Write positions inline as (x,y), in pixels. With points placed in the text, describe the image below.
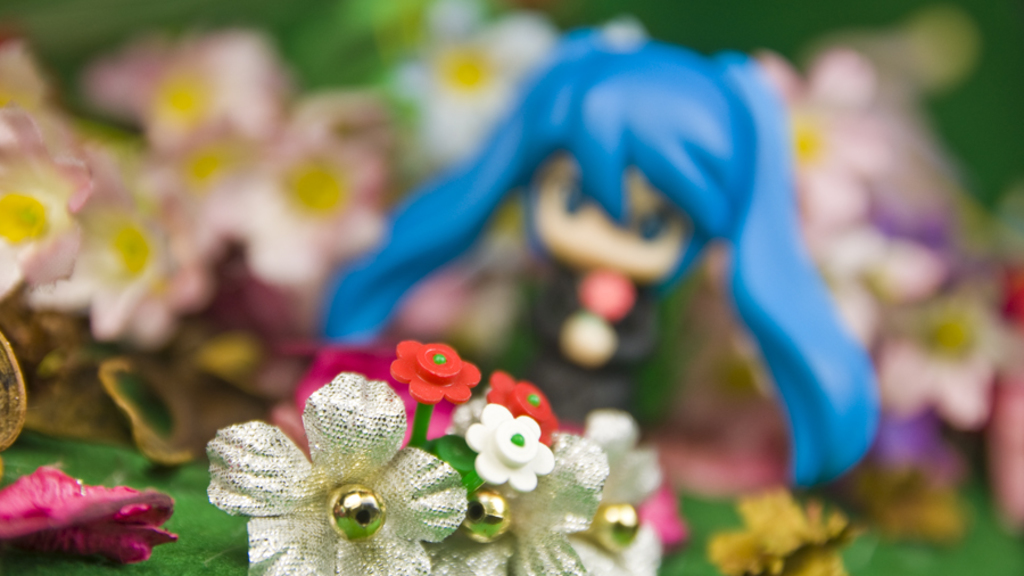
In this picture I can see a toy (594,153), there are toy flowers (411,524), and there is blur background (1014,126).
